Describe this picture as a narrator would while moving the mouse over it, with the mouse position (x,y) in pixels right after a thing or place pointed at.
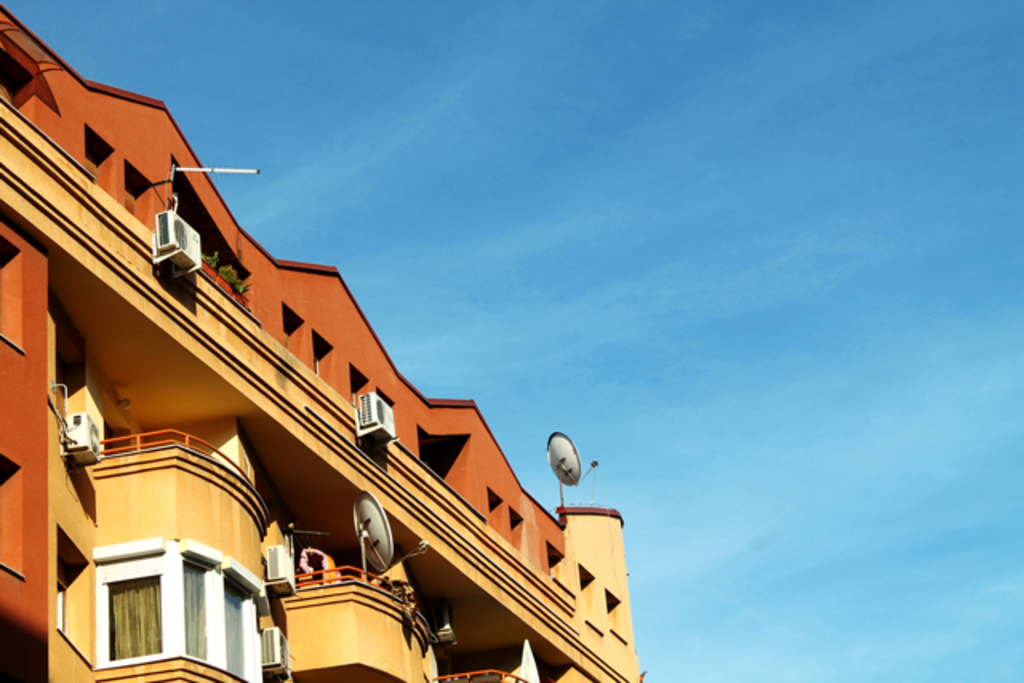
In this picture I can see a building (107,283) in front (342,676) and in the background (308,111) I see the blue sky (671,175).
